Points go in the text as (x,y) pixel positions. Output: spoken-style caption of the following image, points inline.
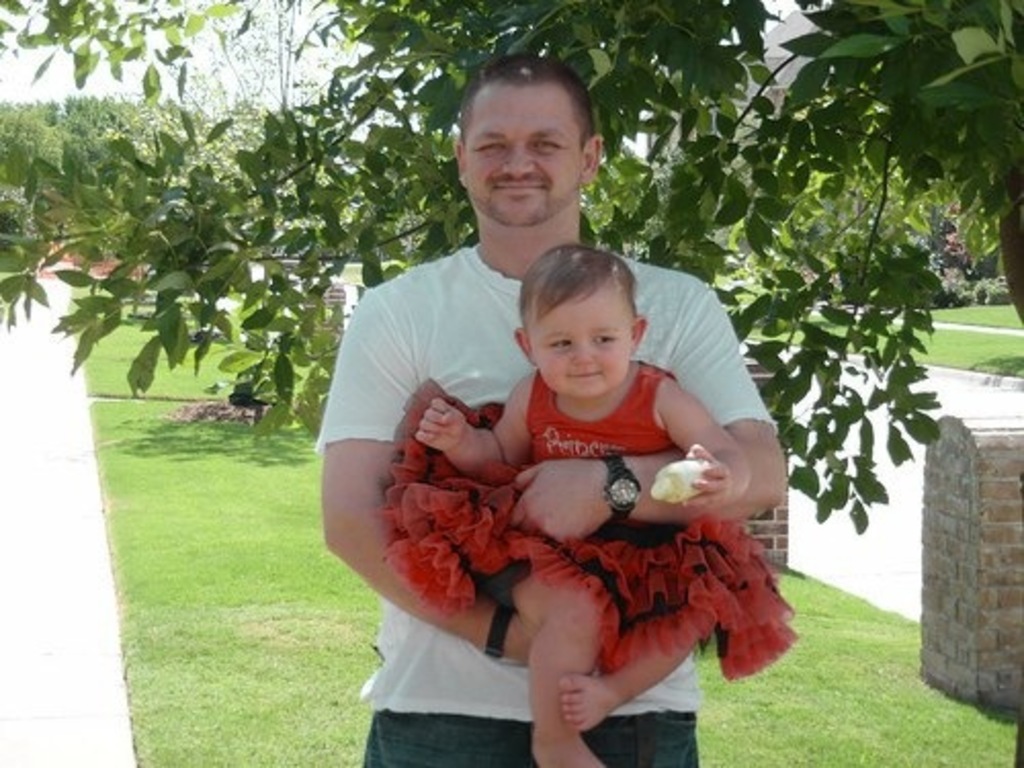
In this image I can see the person (477,735) holding the baby (668,546). The person (651,511) is wearing white color shirt (491,319) and the baby (643,594) is wearing red color dress (652,592). In the background (50,138) I can see few plants (49,44) in green color and the sky (60,72) is in white color.
